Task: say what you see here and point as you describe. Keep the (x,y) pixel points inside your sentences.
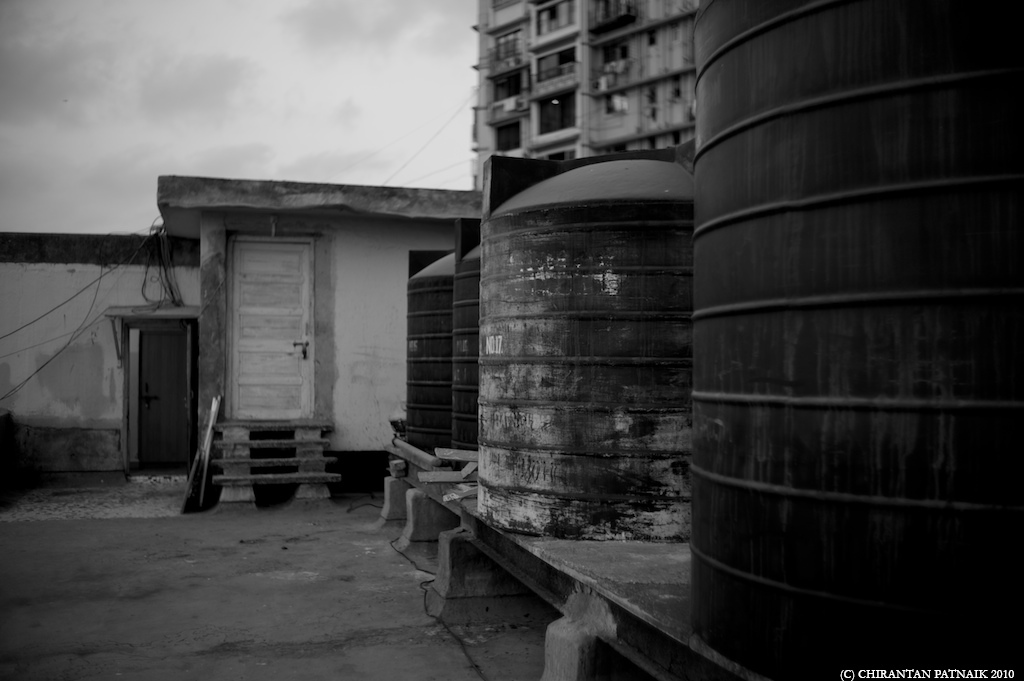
In this image I can see the water tanks (649,378). In the background (362,187) I can see the buildings (392,218) and the sky (278,122). And this is a black and white image.
